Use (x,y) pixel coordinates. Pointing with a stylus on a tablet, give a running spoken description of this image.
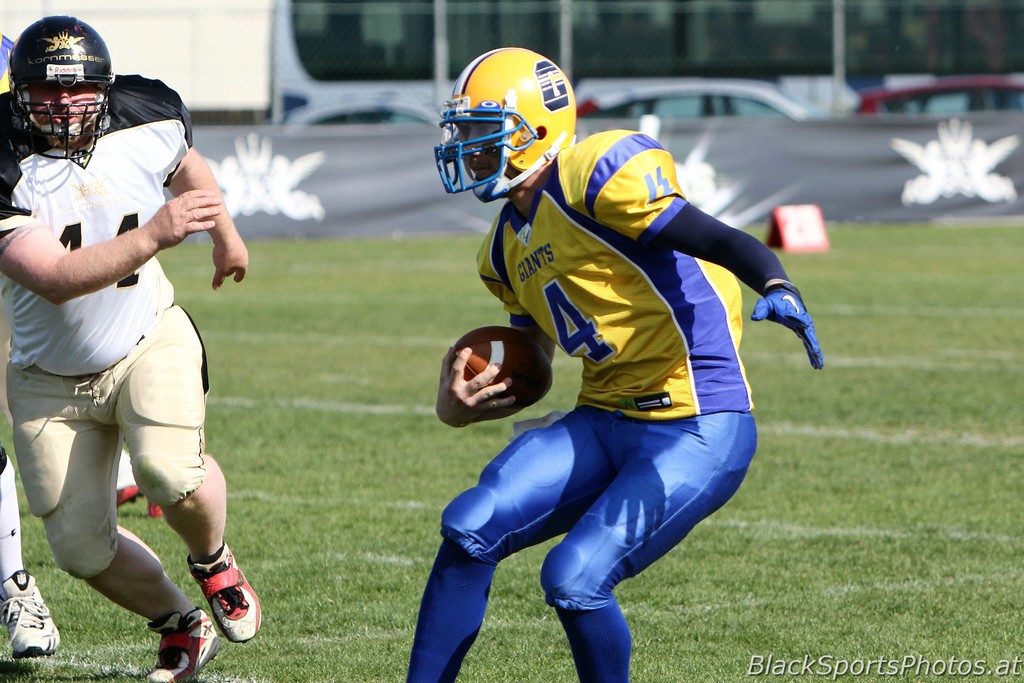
In this picture we can see two persons (124,186) running and this person (632,339) holding ball (481,360) in his hand (496,365) and this person's (147,266) wore helmet (504,147), some costumes (542,228) and in the background (800,111) we can see fence (831,137) with banner (884,167), grass (864,428) and bus (539,26).
